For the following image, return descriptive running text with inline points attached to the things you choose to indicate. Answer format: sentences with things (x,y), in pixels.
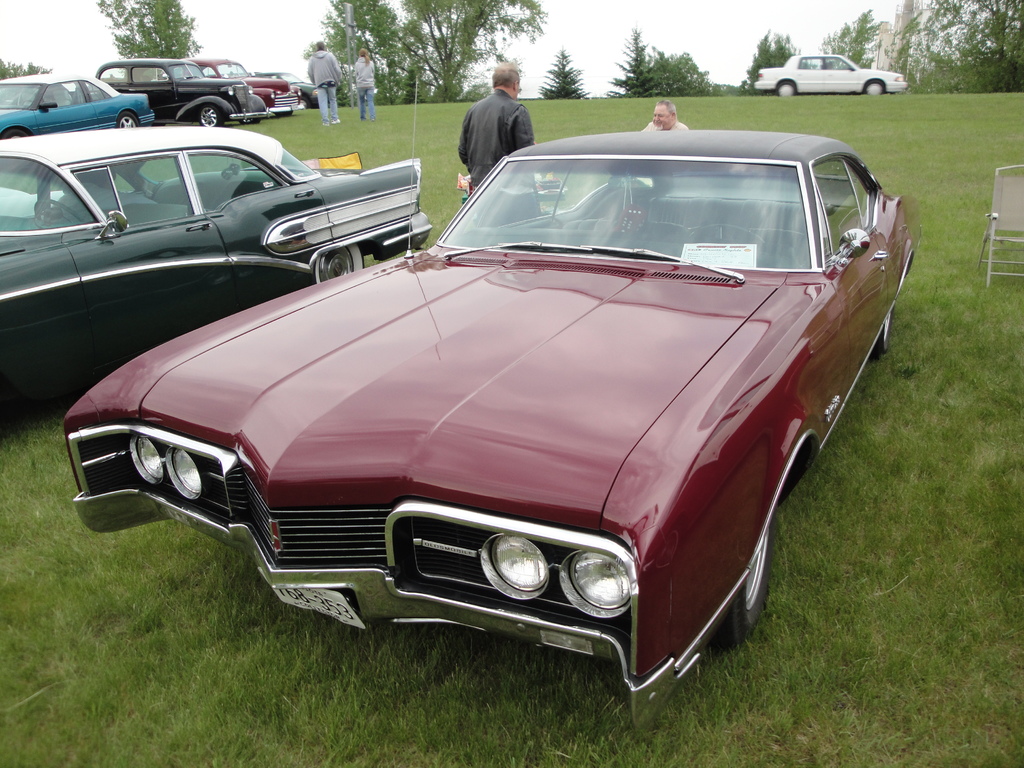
In this picture there are few cars (181,253) on a greenery ground (360,636) and there are four persons (485,114) and trees (867,38) in the background (847,46).
